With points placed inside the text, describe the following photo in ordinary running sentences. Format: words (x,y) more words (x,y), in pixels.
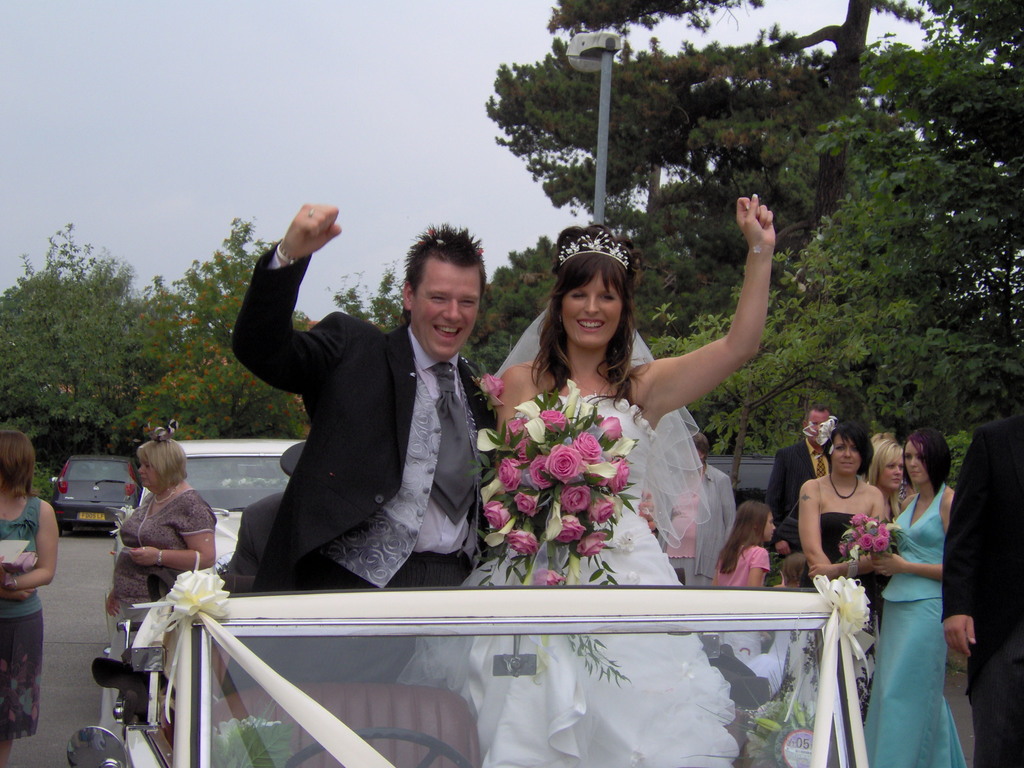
This is the man (404,470) standing in the car (332,624) and smiling. This woman (562,387) is holding a flower bouquet (557,490) in her hand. There are few people (161,570) standing in the road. These are the cars (226,504). This looks like a street light (598,59). I can see the trees (133,358) with branches (583,100) and leaves (891,365).
